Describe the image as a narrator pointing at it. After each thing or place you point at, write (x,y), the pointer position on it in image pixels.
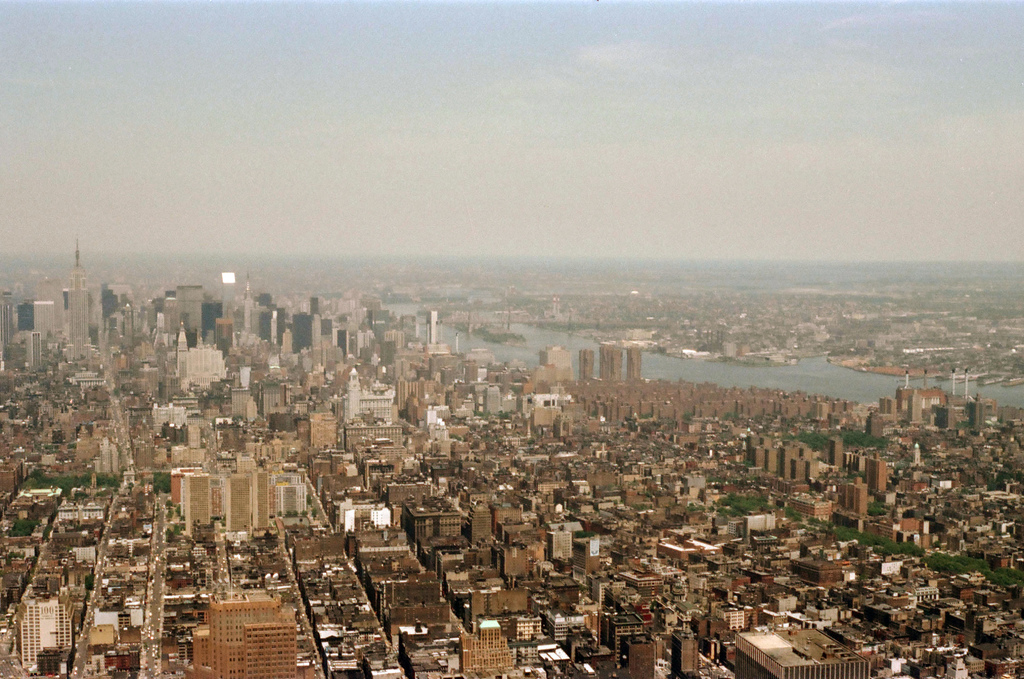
In this image I can see buildings (608,365), towers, trees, water (666,368) and the sky (378,223). This image is taken may be during a day.
